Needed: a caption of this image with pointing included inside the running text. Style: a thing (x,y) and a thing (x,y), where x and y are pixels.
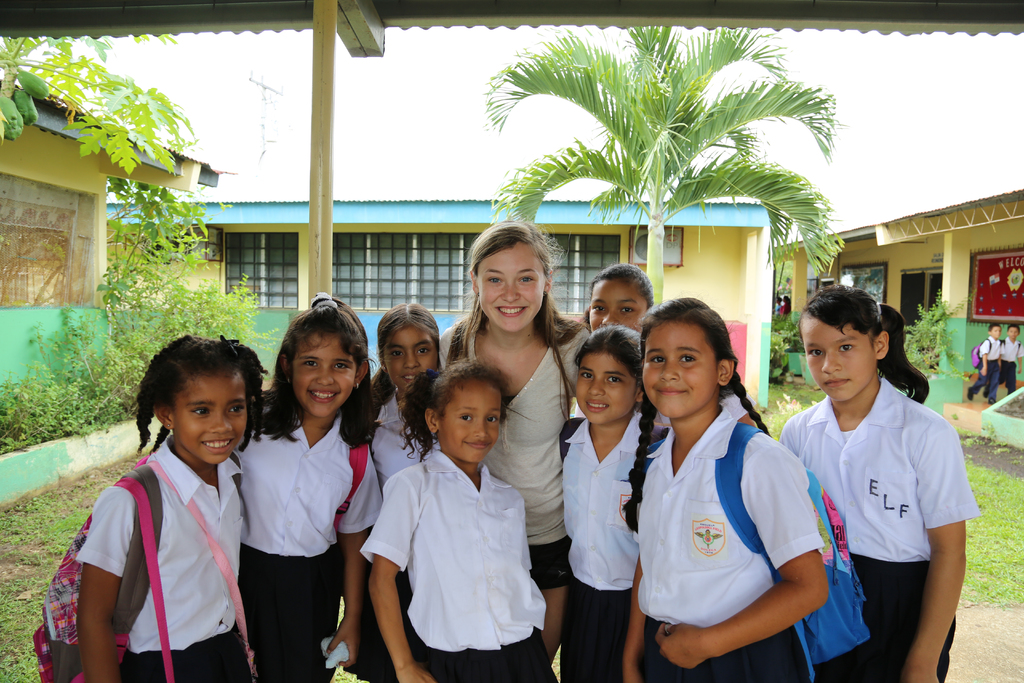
This picture is clicked outside. In the foreground (394,455) we can see the group of girls (447,457) wearing white color t-shirts (462,551), smiling and standing on the ground (1004,491) and there is a woman (500,318) smiling and standing on the ground (1001,533). In the background (363,250) we can see the houses (404,235) and we can see the plants (926,349), trees (591,73), sky (985,116), metal rods (319,45) and group of persons (1014,350) and we can see the green grass (995,500) and sky (974,125) and some other objects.
